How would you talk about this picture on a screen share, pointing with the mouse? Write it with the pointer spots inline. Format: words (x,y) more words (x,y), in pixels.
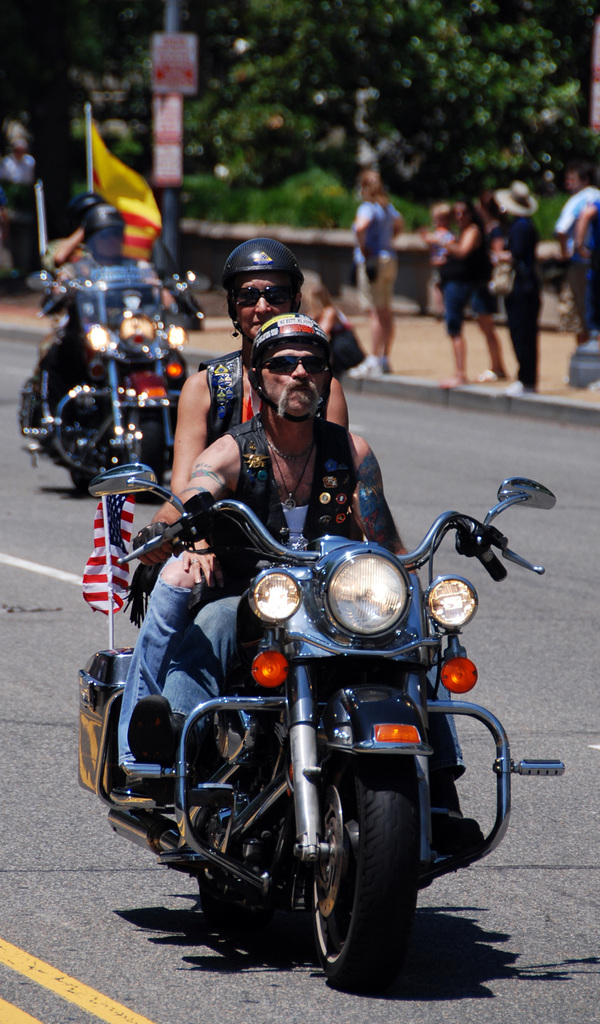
In this picture there are two members (256,422) on the bike (289,659) wearing a helmet (232,260), riding in on the road (68,862). In the background (569,291) there is a people (588,254) standing and watching on the side of the road (352,307). In the background (369,80) there is a tree (322,98) here.
